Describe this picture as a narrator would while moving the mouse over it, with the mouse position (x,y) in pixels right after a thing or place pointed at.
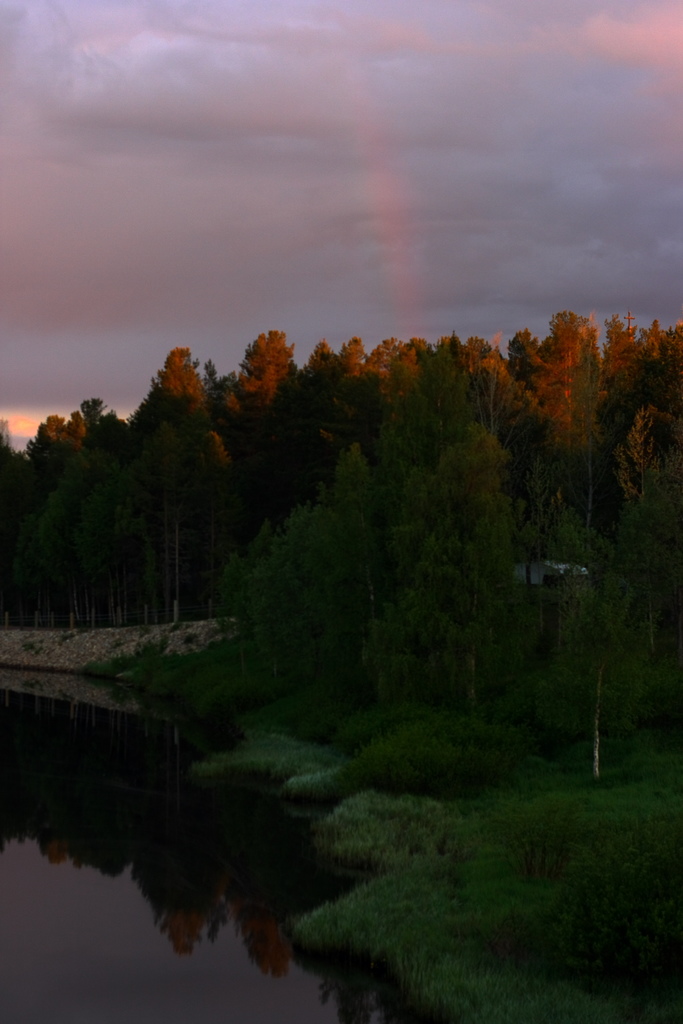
In this image we can see sky (371,167) with clouds (295,138), trees (273,413), stones (76,656), water (292,843) and grass (417,820).
